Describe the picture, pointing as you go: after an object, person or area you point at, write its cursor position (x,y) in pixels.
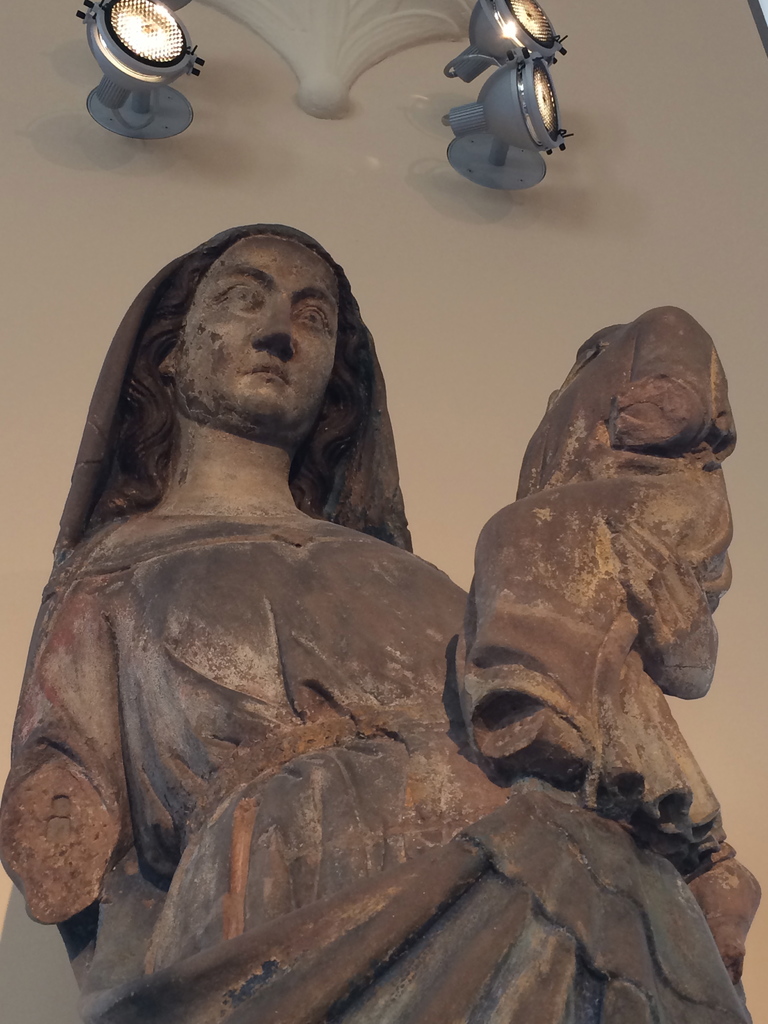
In this image I can see sculpture (326,444) of a woman (215,258). In the background (144,18) I can see few lights (182,58).
